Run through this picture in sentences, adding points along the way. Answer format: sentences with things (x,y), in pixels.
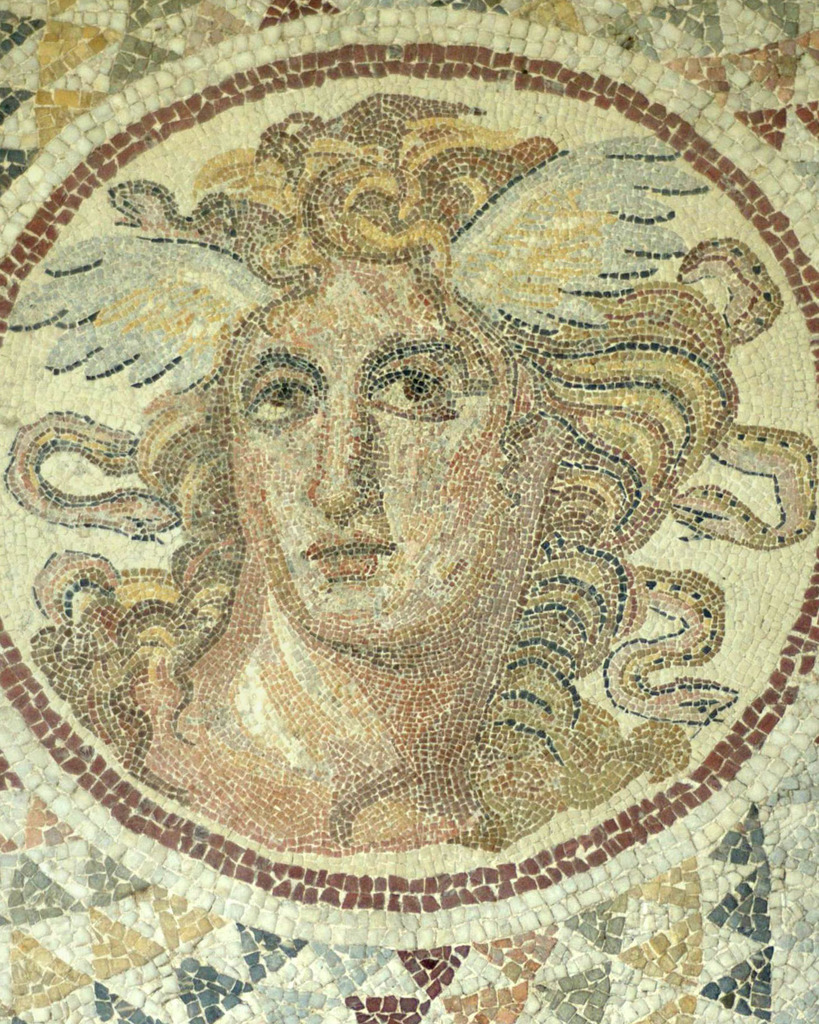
In this picture I can see an image of a person (352,471) made up of different pieces (592,448) of tiles (352,427).
